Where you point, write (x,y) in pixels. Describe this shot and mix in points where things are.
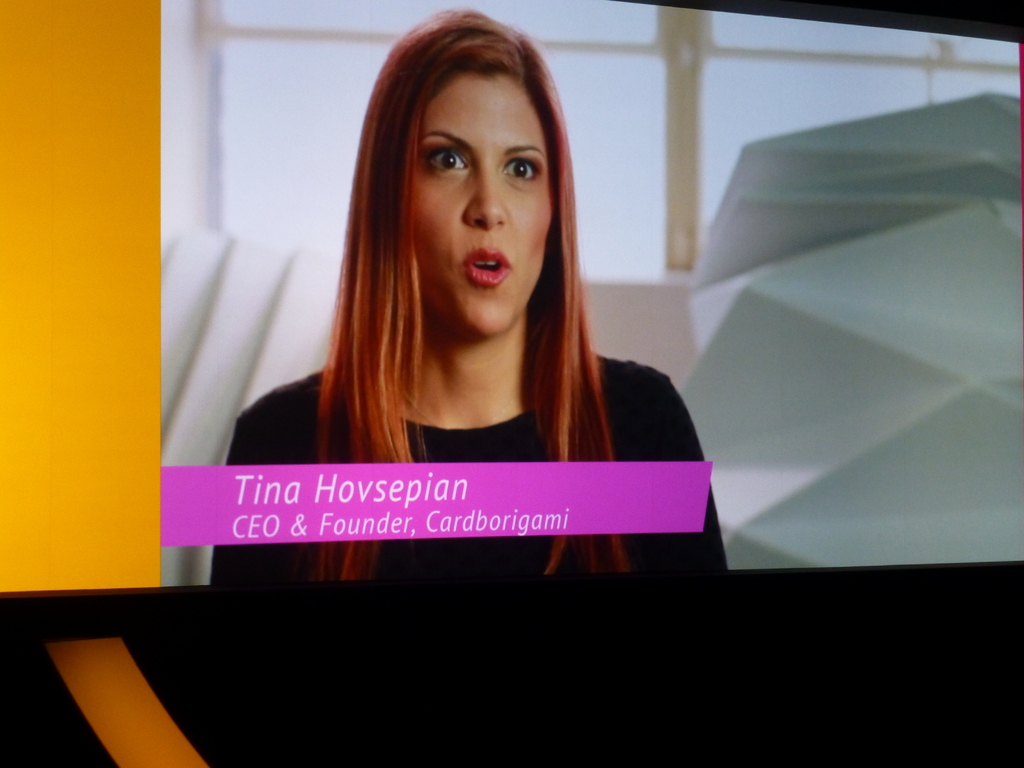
In the picture we can see a screen (1002,526) on it we can see a image (260,185) of a woman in a black dress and brown hair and near to her we can see a pop up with a name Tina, CEO and founder of cardborigami, and behind her we can see a wall (676,313) with glasses (256,167).
